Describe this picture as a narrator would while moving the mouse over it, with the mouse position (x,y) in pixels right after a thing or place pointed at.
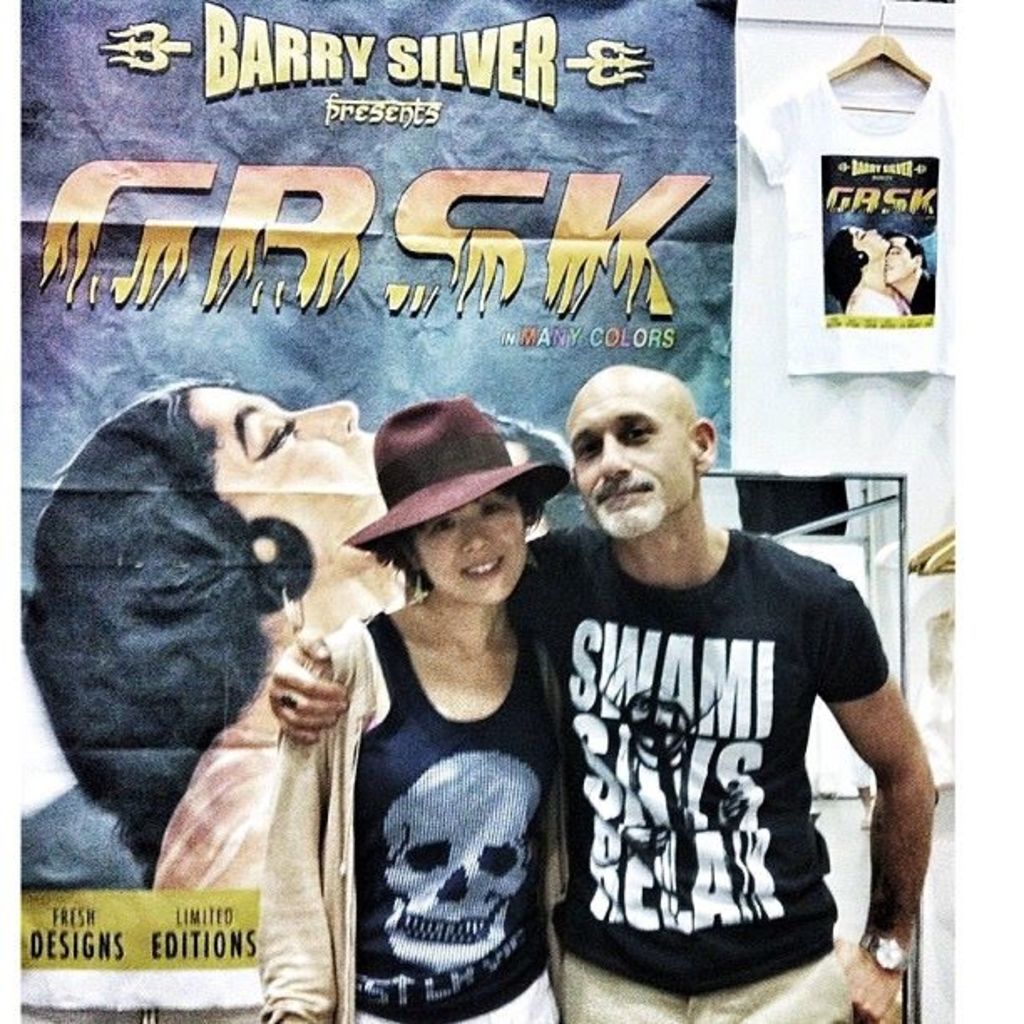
This image looks like an edited photo in which I can see two persons (648,773), posters (424,218), text (681,688) and a shirt (841,154).
